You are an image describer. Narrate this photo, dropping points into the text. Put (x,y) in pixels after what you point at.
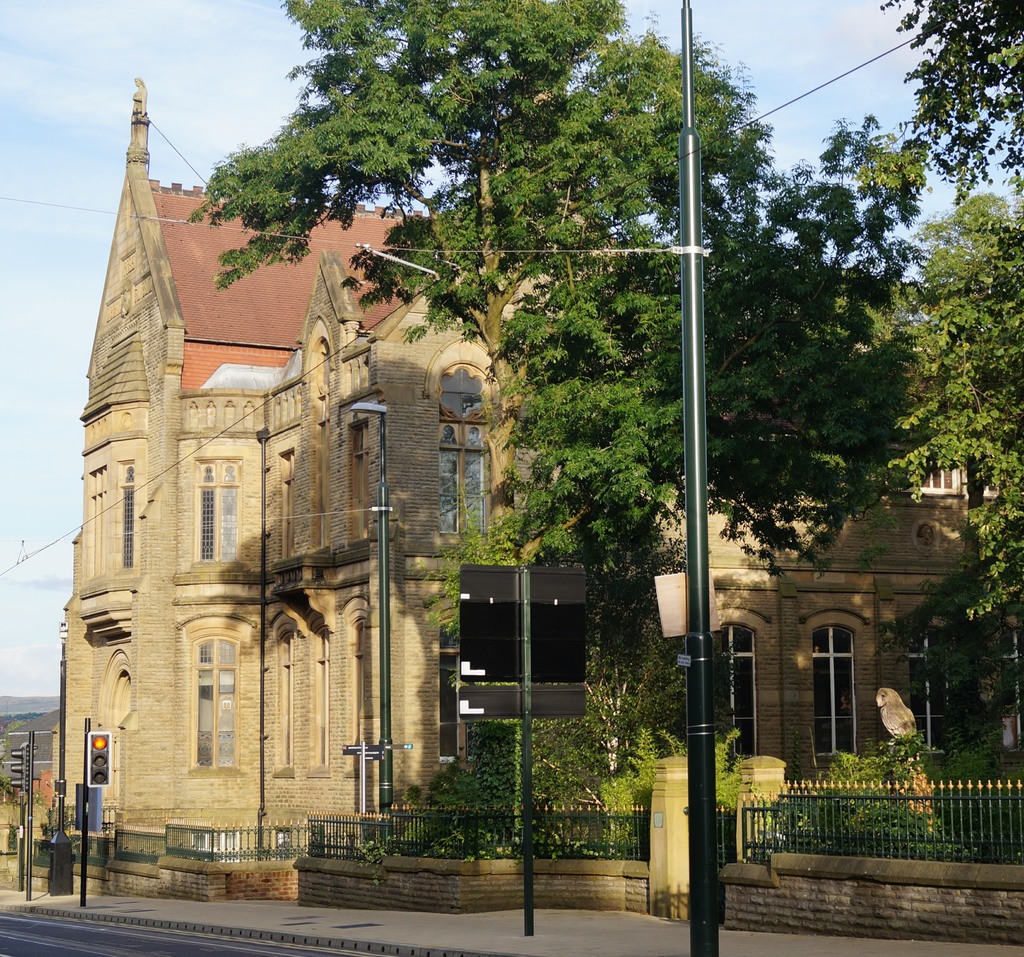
In this image there is footpath (122,907), on the footpath (107,912) there are light poles (386,725) and signal poles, beside the footpath (527,942) there is a fencing (788,810) beside the fencing (505,813) there are trees (632,531), in the background (200,42) there is a church (163,306) and a sky (82,101).
